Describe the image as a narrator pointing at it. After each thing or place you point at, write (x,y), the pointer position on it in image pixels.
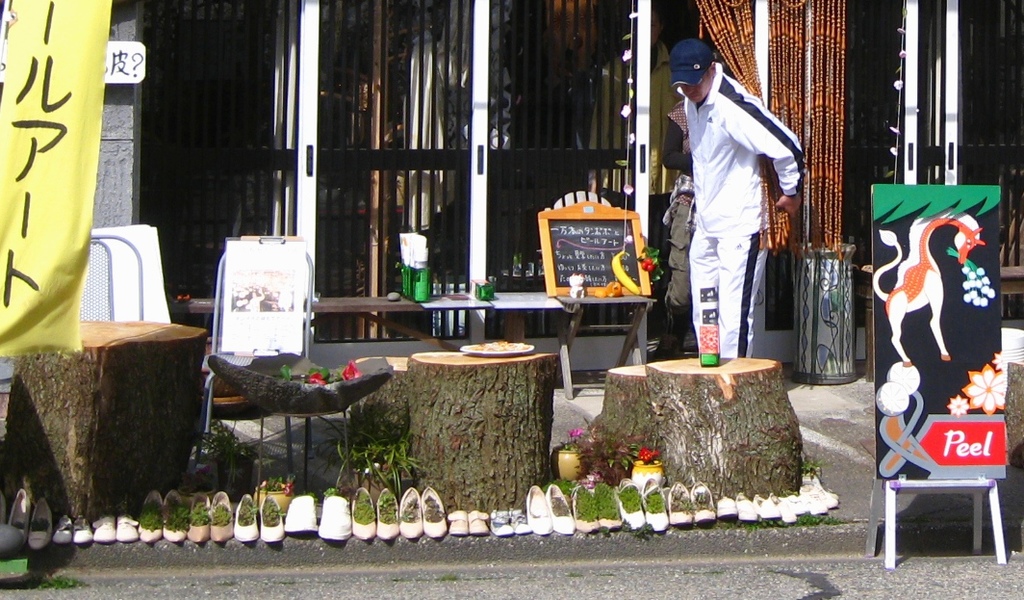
In this picture I can see the wooden blocks (464,413). I can see foot wears (417,488). I can see the banner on the left side (54,241). I can see the boards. I can see the metal grill wall (325,105). I can see people (678,179) on the right side (697,191). I can see the plants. I can see tables (374,303).
